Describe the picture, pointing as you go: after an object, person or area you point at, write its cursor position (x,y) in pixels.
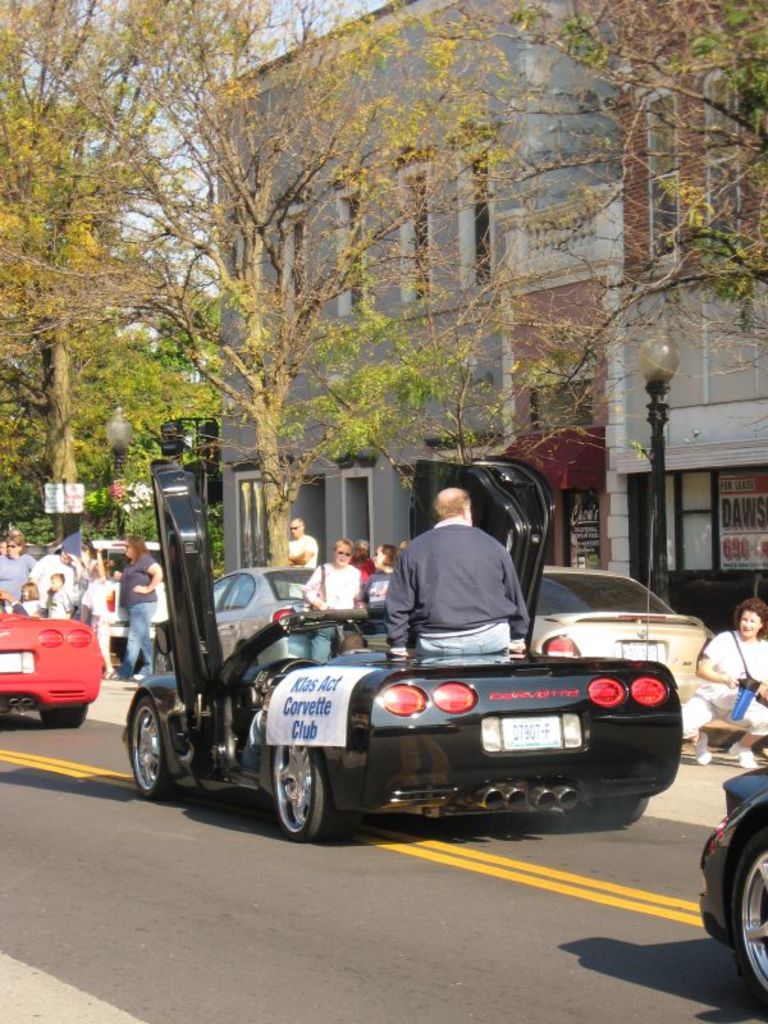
In this image, we can see persons (466,589) wearing clothes (750,665). There are cars (58,661) on the road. There are trees (400,425) in front of the building (553,291). There is a pole (656,455) on the right side of the image (662,497).
